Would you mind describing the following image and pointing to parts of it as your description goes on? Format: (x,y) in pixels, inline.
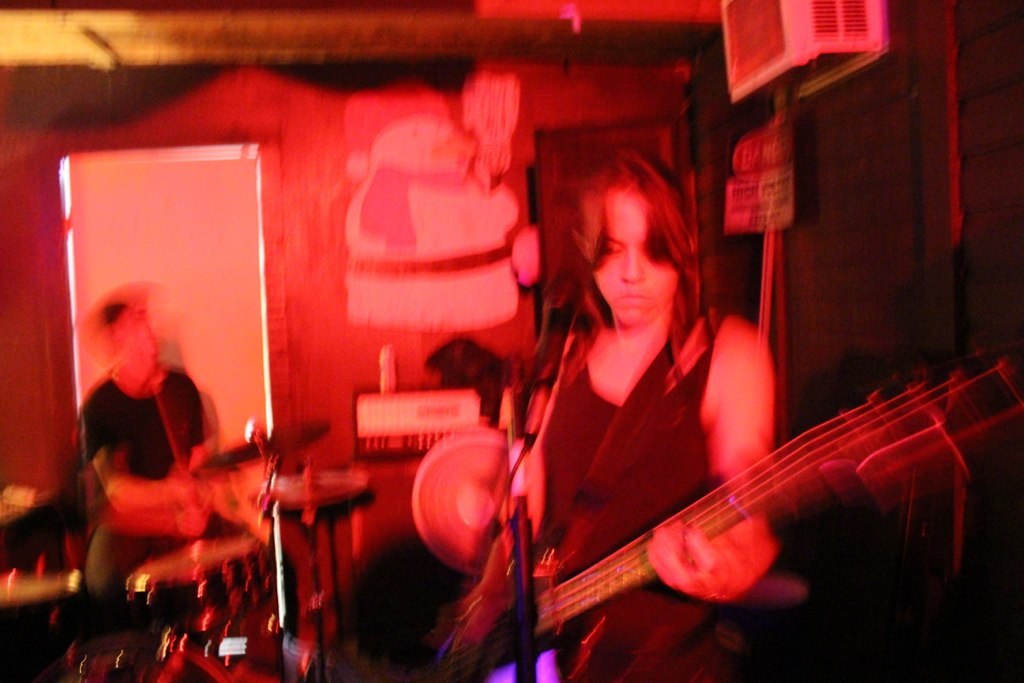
A girl (610,305) is playing guitar (591,580) with mic (524,474) in front of her.
